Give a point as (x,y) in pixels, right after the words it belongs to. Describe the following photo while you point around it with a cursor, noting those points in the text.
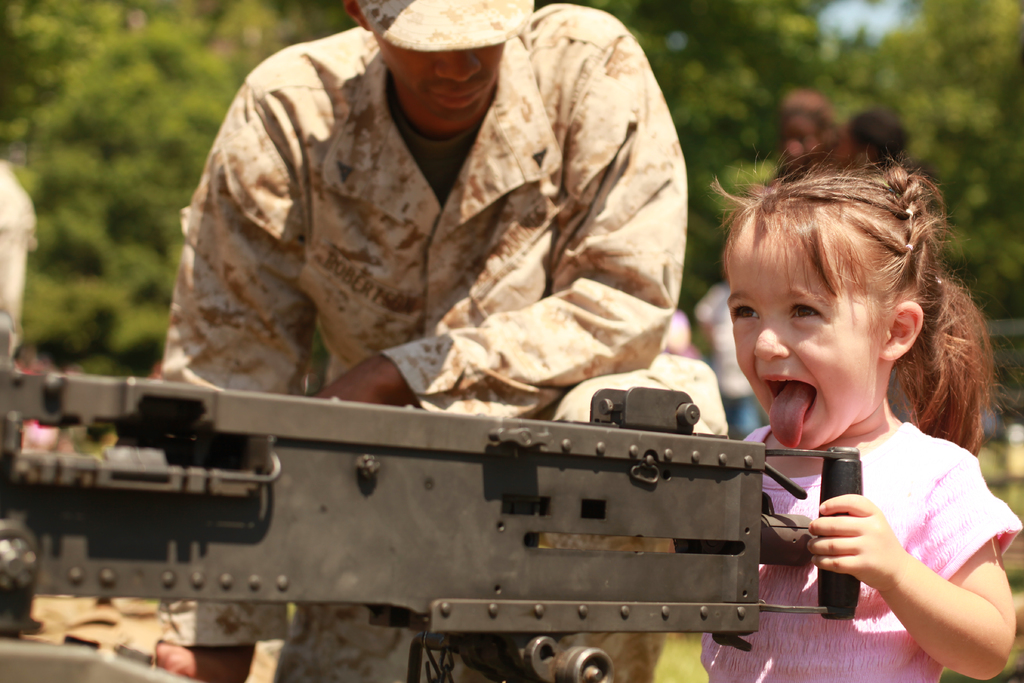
This image is taken outdoors. In the background (144,223) there are many trees (204,62) and here are a few people (733,359). In the middle of the image (440,363) a man (434,398) is crouching on the floor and there is a machine gun (402,555) and a kid (866,476) is standing on the ground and holding a machine gun (760,503) in her hands (814,527).
